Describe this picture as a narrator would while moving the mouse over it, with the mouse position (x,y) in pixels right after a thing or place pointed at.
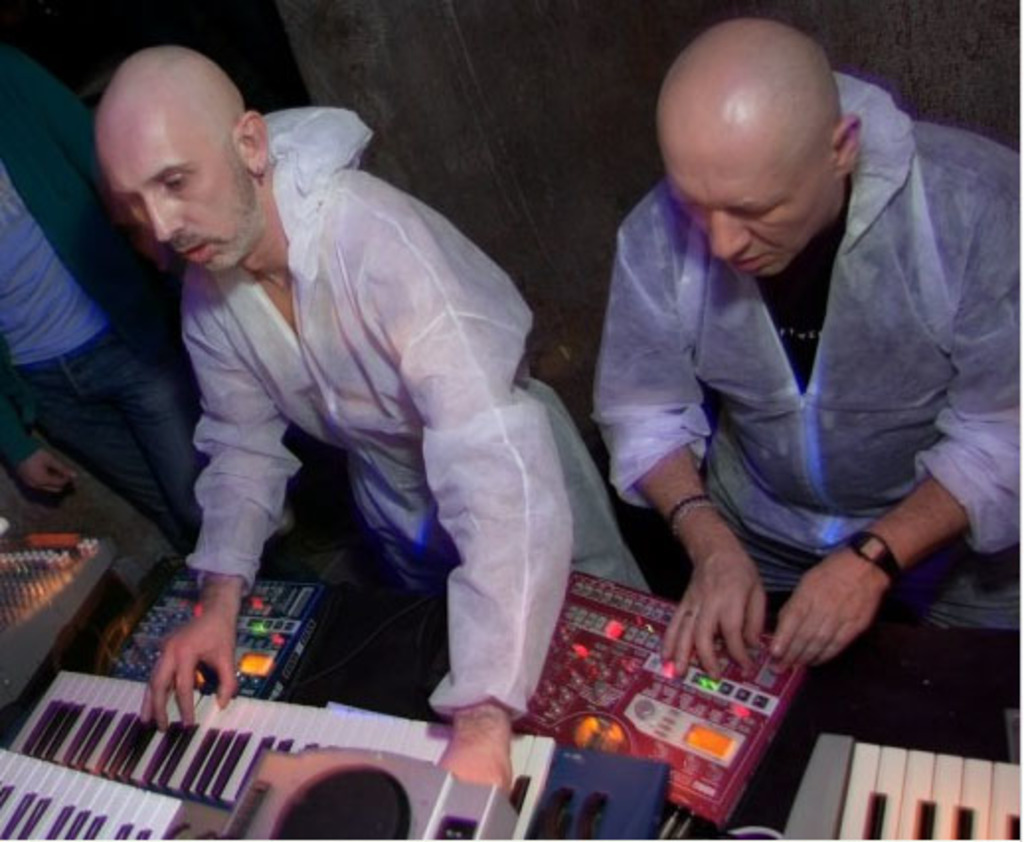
This picture shows two men (392,244) standing and both playing music and we see other man (39,275) standing on the side.
